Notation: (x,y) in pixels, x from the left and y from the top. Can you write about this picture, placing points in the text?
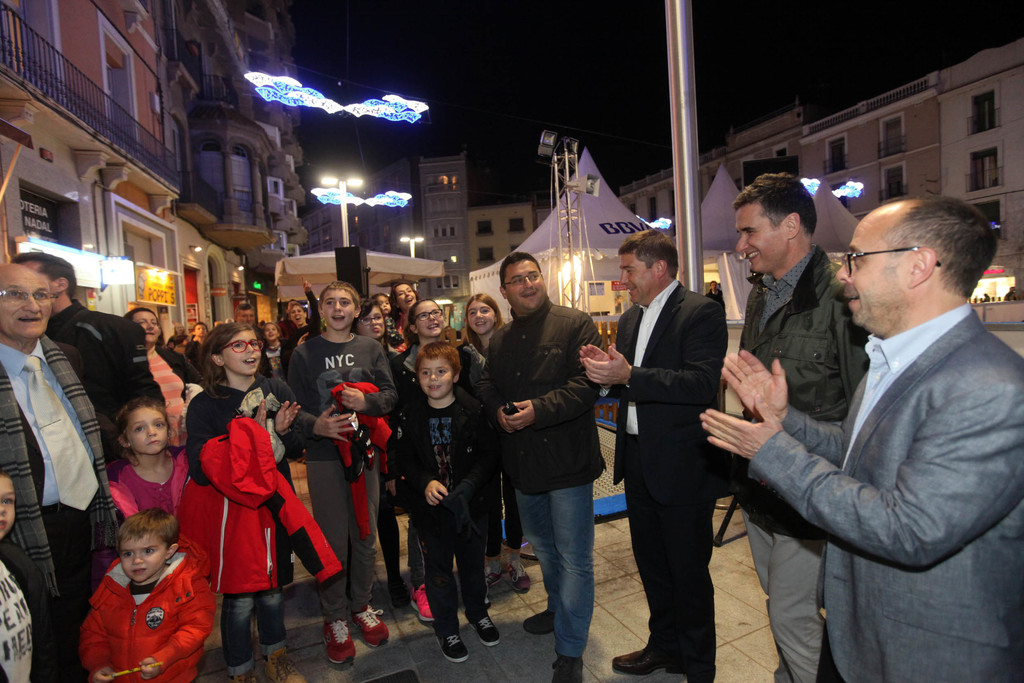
In this image I can see group of people (588,511) standing. In front (248,472) the person (373,502) is holding a red color jacket (362,422), background (482,232) I can see few tents (607,250) in white color, buildings (215,204) in brown, cream and white color and I can also see few light poles (336,182).
